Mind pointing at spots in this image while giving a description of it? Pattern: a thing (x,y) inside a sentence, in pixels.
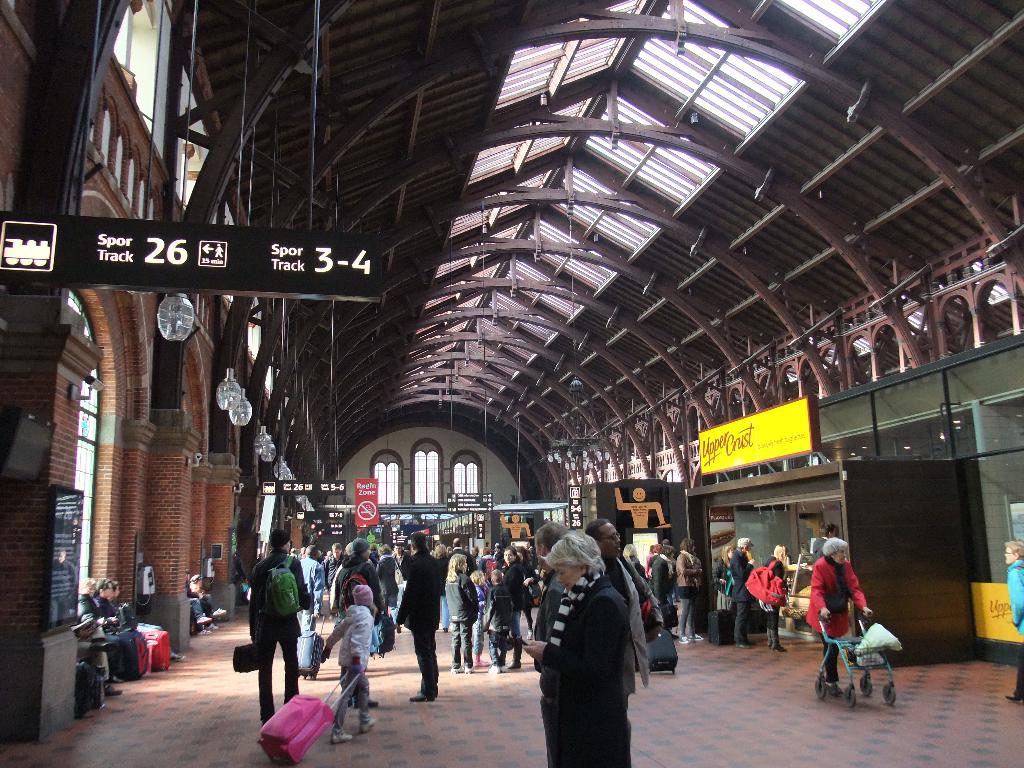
This image is taken indoors. At the bottom of the image (221,706) there is a floor (695,720). At the top of the image (469,198) there is a roof (581,252) with iron sheets (629,303) and iron bars (330,314). In the middle of the image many people (478,630) are standing on the floor (695,665) and a few (364,601) are walking on the floor (384,722) and they are carrying luggage bags (317,724) with them. On the left (241,536) and right sides of the image there are a few walls (711,574) and lights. There are many boards (660,502) with text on them.
